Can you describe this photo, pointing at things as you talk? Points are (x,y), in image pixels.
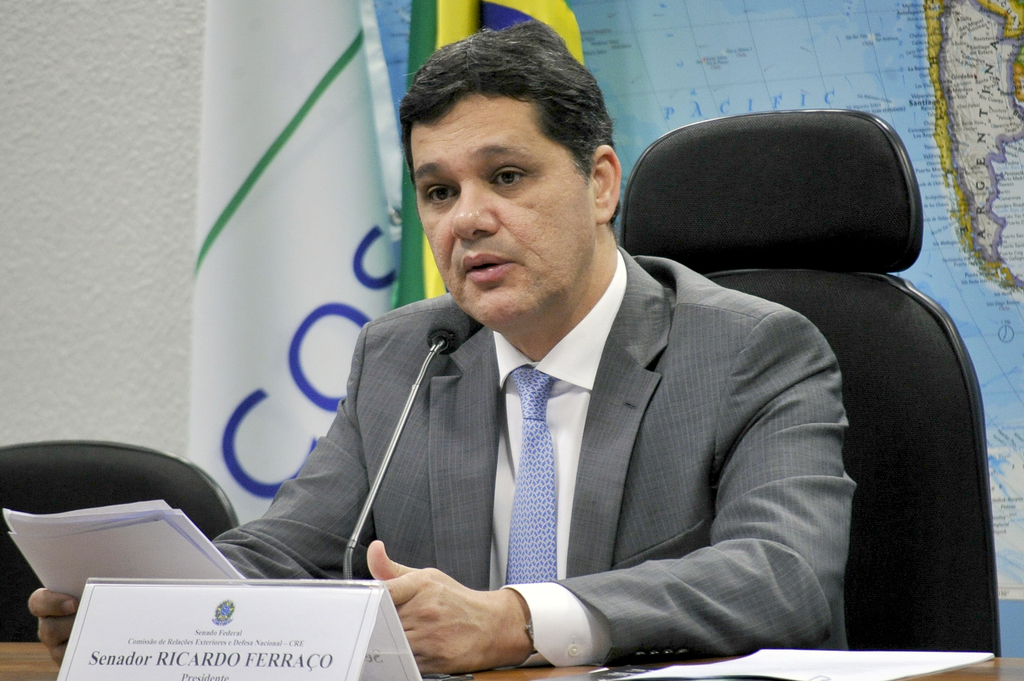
In this image, we can see a person (668,534) sitting is holding some papers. We can also see a table (14,653) with some objects (784,674) like a microphone (453,345) and a board (315,604) with some text (232,656) and image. We can also see the wall (171,97) with a map (733,40) and an object (345,232). We can see a chair (978,616).
